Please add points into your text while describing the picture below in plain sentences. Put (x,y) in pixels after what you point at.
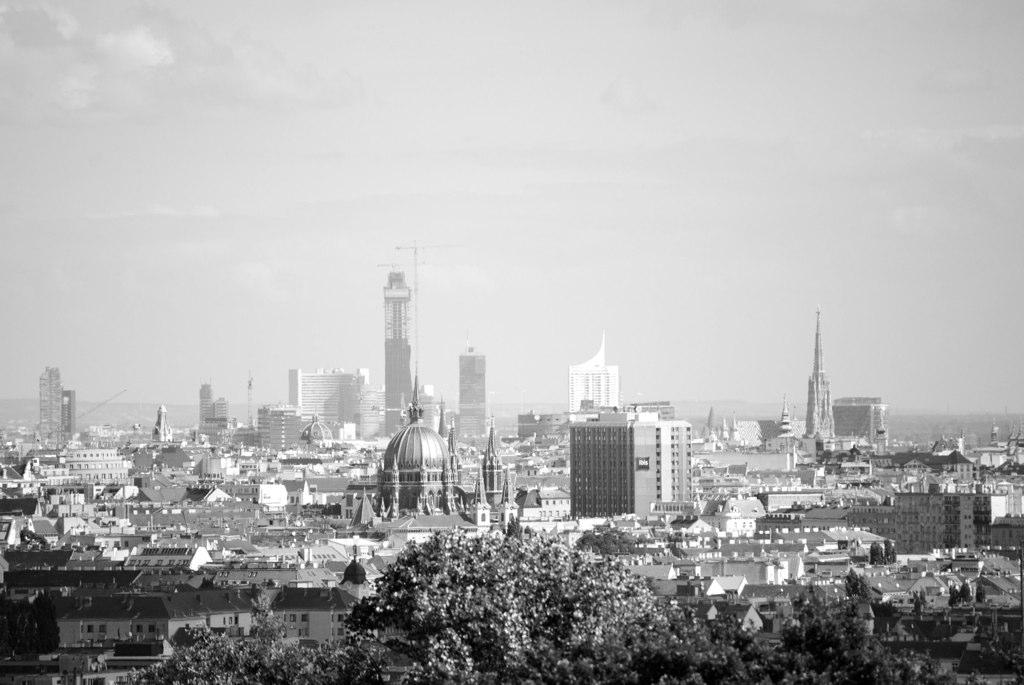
This picture is in black and white. At the bottom (435,499), there are buildings (686,489) and trees (511,570). On the top (349,143), there is a sky (522,170) with clouds (576,169).
